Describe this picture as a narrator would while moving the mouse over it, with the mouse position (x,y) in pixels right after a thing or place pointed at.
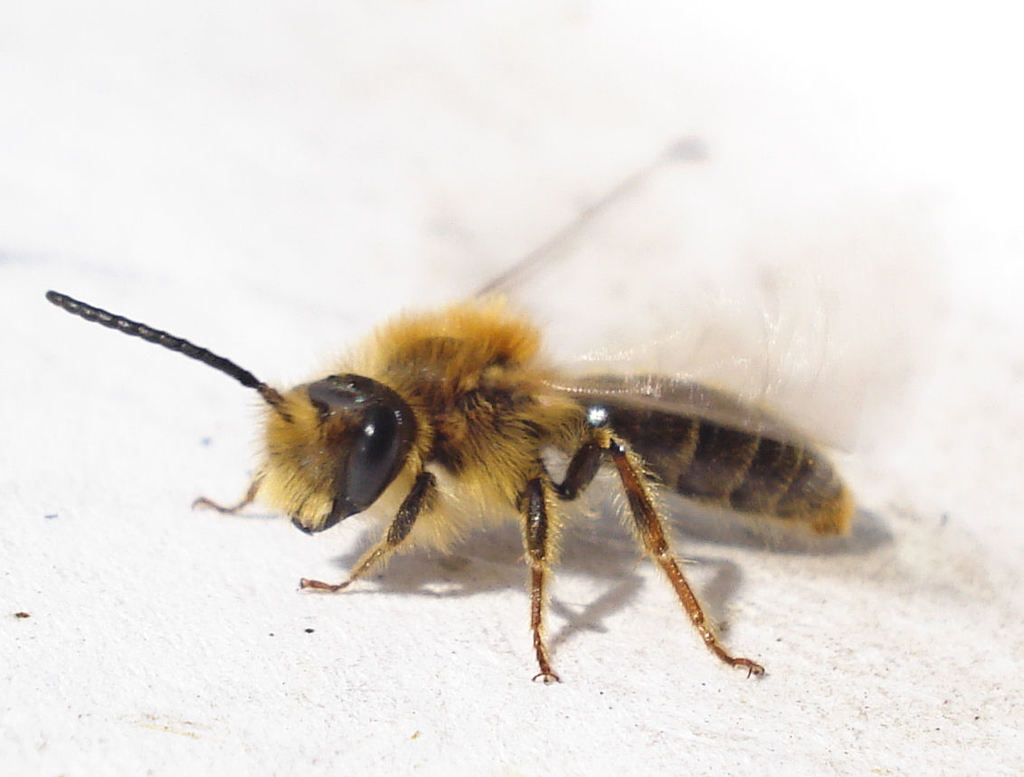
In this picture I can see an insect (420,516) in gold color, it has wings (722,283).
